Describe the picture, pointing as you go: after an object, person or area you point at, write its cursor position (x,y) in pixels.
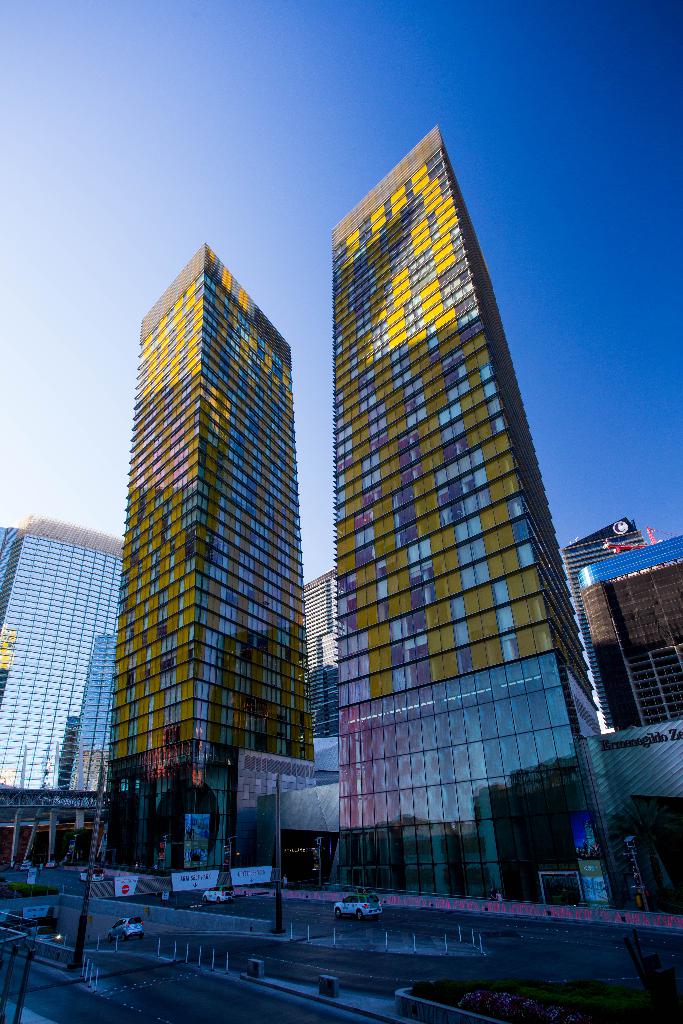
In this image we can see multiple buildings (359,638). Bottom of the image (377,928) road (117,971) is there, on road (318,930) cars (352,912) are moving. The sky (581,228) is in blue color.
